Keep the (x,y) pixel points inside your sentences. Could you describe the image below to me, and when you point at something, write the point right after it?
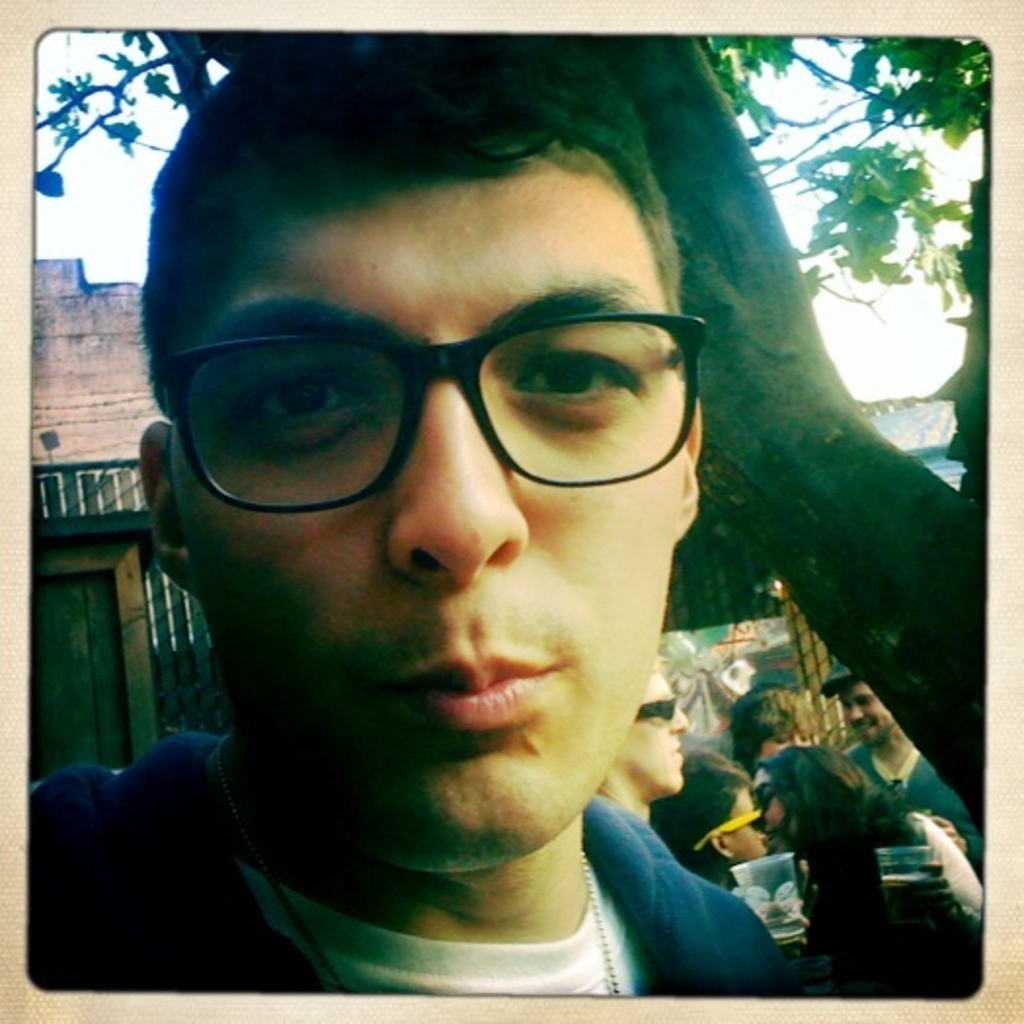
In this image we can see a person (431,634) wearing spectacles (362,377). In the background of the image (969,700) there are some people (652,691), houses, glasses (886,877), tree (782,282), the sky (858,124) and other objects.
